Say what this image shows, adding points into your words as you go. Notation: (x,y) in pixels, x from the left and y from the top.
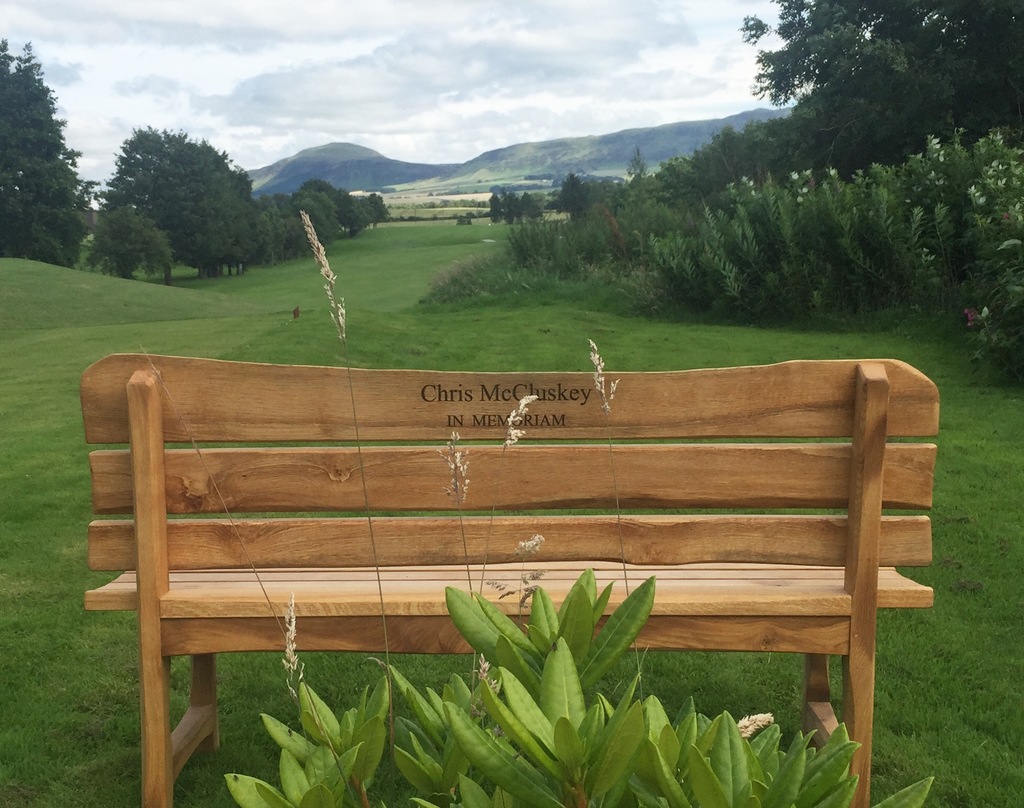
In this image there is a bench (500,607) and a plant (488,723) is in the grassy land (510,323) as we can see in the bottom of this image (238,727). There are some trees (167,243) in the middle of this image (650,286) and there are some mountains (457,184) in the background (346,165). There is a cloudy sky (407,146) on the top of this image (394,48).
